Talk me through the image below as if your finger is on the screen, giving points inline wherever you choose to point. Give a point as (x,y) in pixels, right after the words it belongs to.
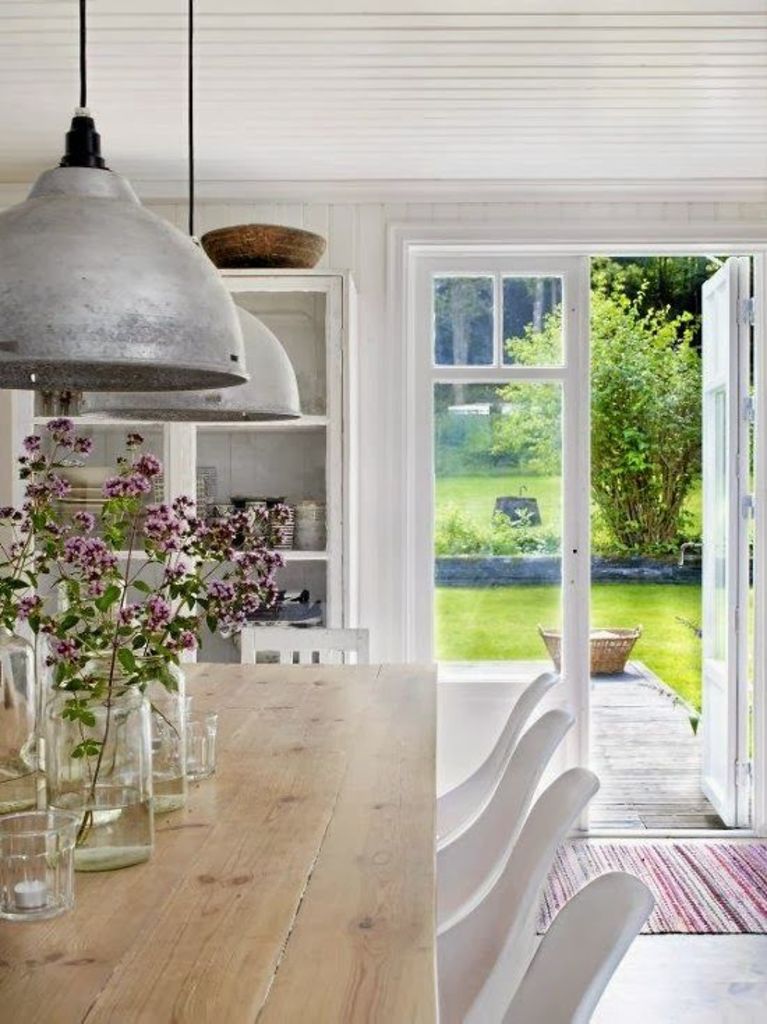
In this Image I see a table (1,984) on which there are glasses (15,684) and there are plants (50,608) in it. I can also see few chairs (467,934) near the table (350,688). In the background (240,661) I see a rack (336,579) in which there are few things (48,410) and there is a door (739,258) over here and I see plants (641,548) and the grass (552,510) over here.
